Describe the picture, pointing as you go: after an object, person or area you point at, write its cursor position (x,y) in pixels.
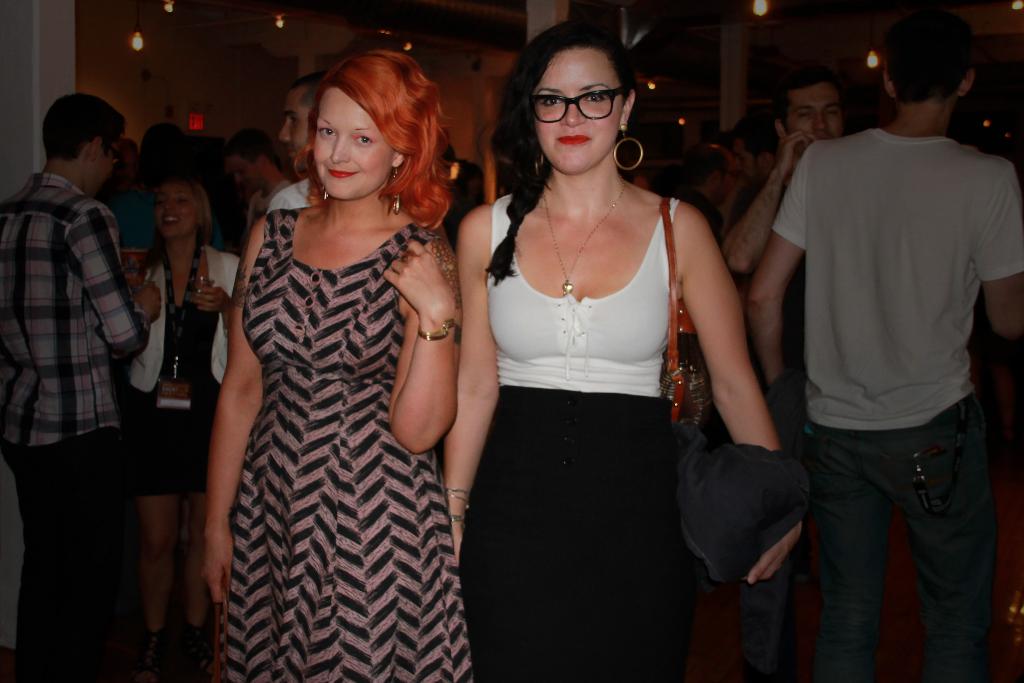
In this image we can see two persons (314,670) standing and posing for a photo and there are few people (953,206) standing in a room (287,36) and we can see some lights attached to the ceiling (1005,34).
